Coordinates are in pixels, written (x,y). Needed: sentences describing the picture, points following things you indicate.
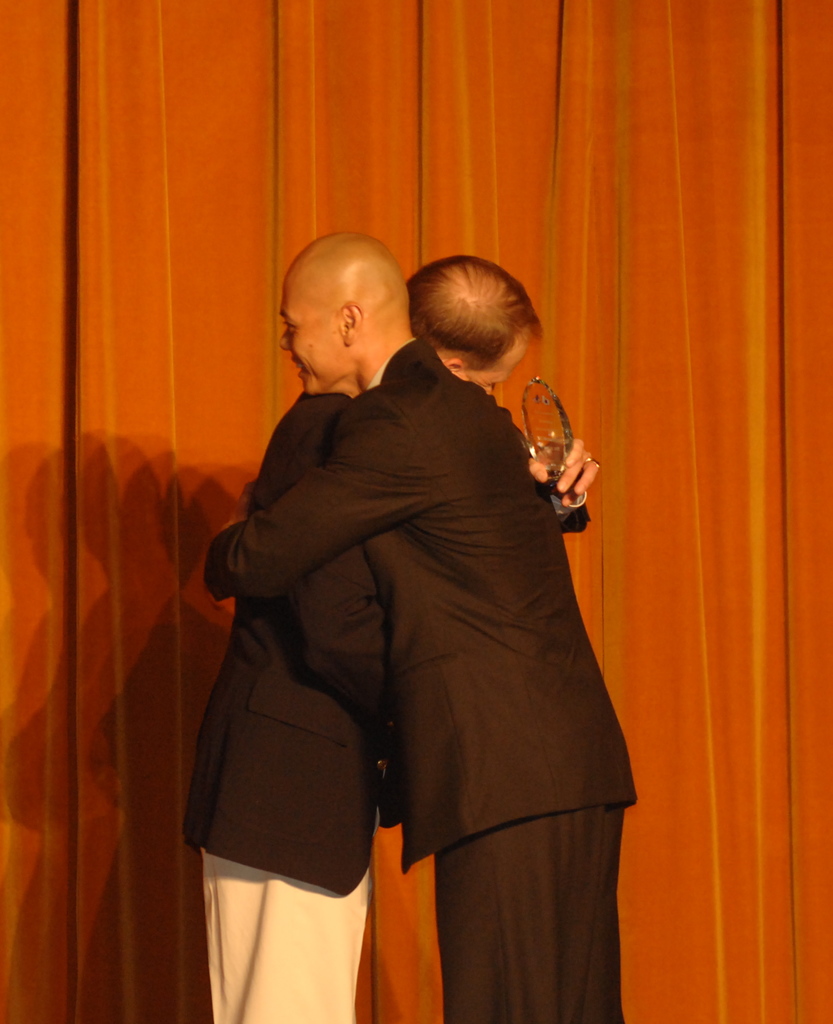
In the center of this picture (469,510) we can see the two persons (367,637) wearing suits (402,553), standing and hugging each other and we can see an object (550,415). In the background (403,877) we can see the curtains (27,308).
